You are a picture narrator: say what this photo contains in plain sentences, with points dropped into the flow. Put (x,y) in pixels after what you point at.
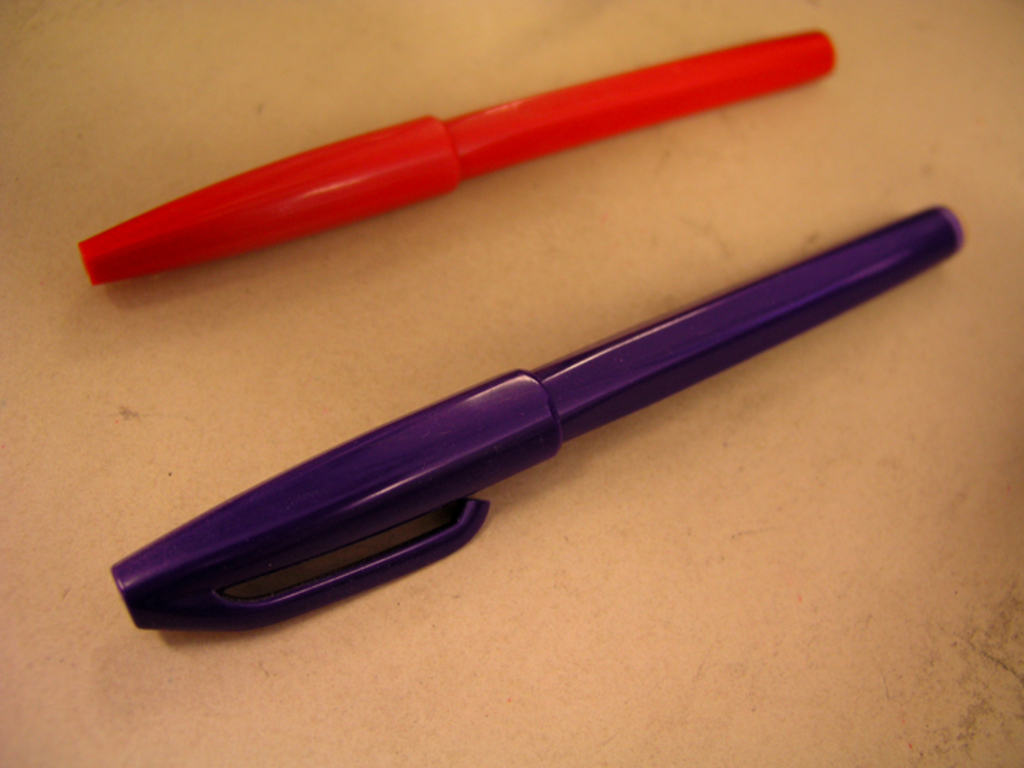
In this image, I see 2 pens (791,49) and one of them is in violet color and the another one is of red in color.
